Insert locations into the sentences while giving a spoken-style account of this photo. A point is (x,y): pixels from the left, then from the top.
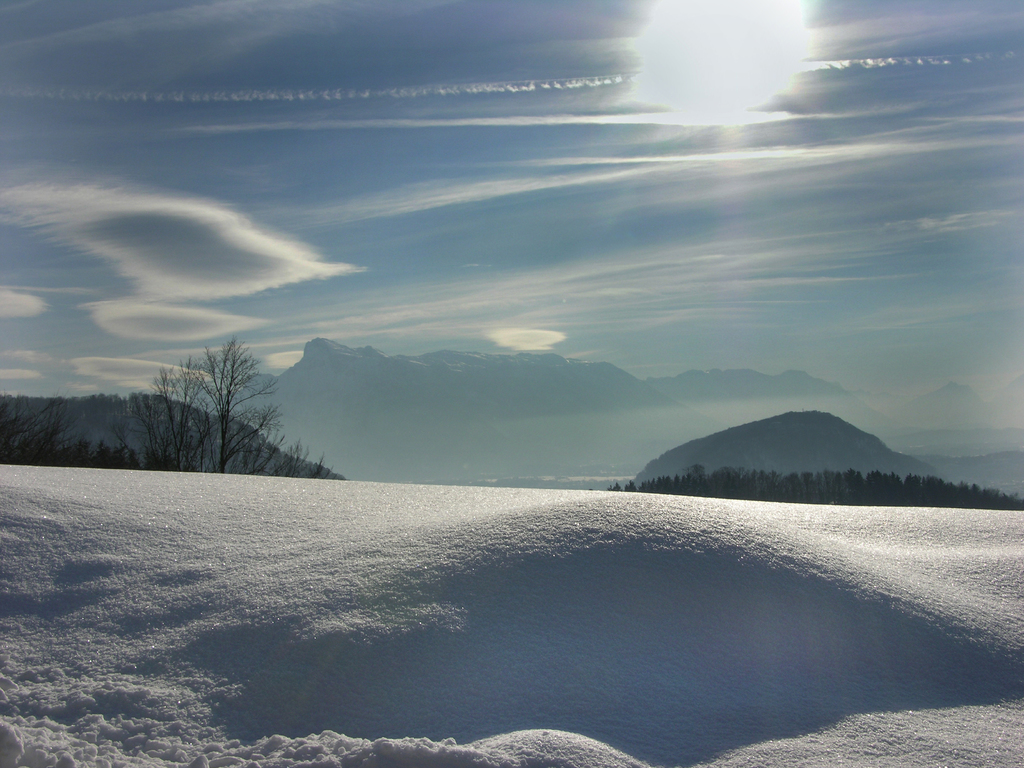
In this picture I can see there is snow (281,532) and there are trees (226,426), mountains (357,384) and the sky (308,82) is cloudy and sunny.
